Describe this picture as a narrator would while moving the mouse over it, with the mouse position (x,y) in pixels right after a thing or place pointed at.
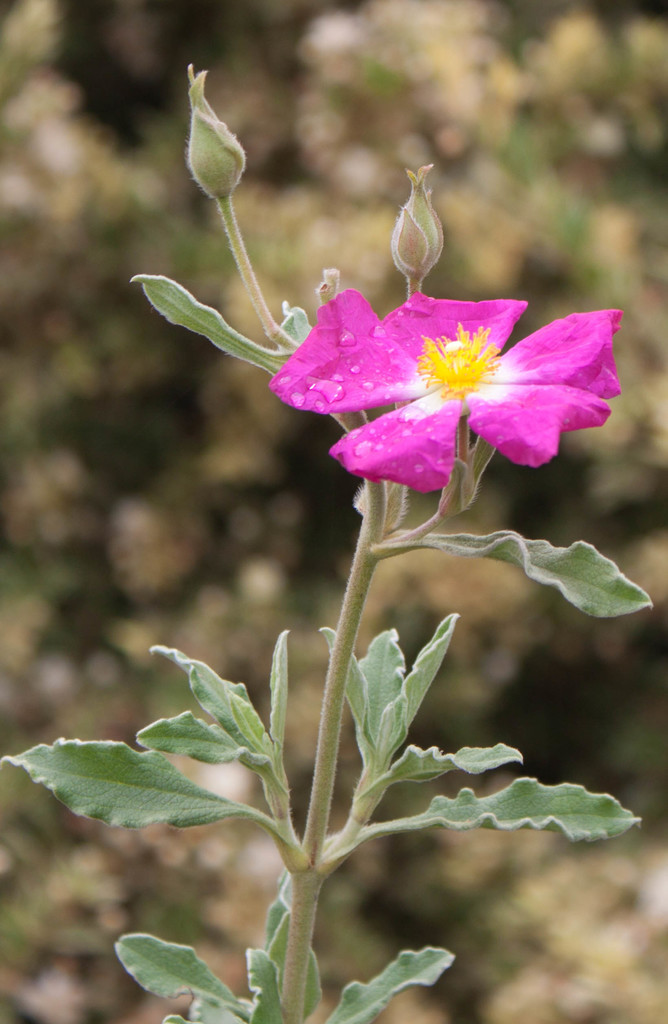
In the foreground of the picture (332,693) there is a plant (410,677), to the plant (223,188) there are buds (231,194) and a flower (391,397). The background (34,300) is blurred.
